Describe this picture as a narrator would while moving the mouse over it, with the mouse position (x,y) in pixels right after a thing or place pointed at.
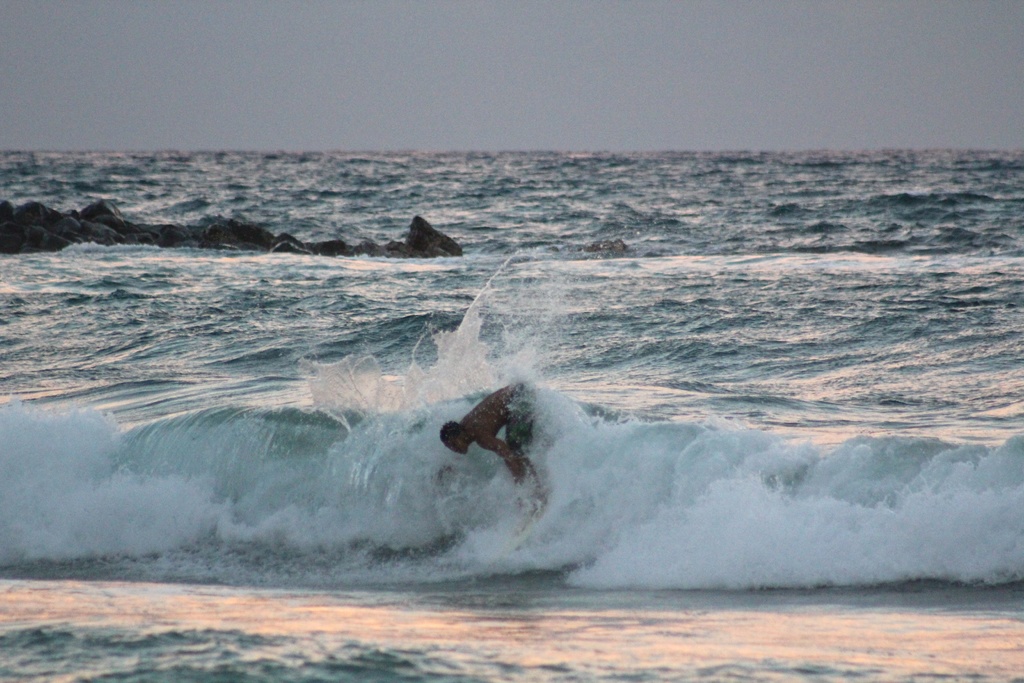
In this picture we can see a man (465,433) surfing on water (181,422) with a surfboard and in the background (231,40) we can see rocks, sky (408,100).
